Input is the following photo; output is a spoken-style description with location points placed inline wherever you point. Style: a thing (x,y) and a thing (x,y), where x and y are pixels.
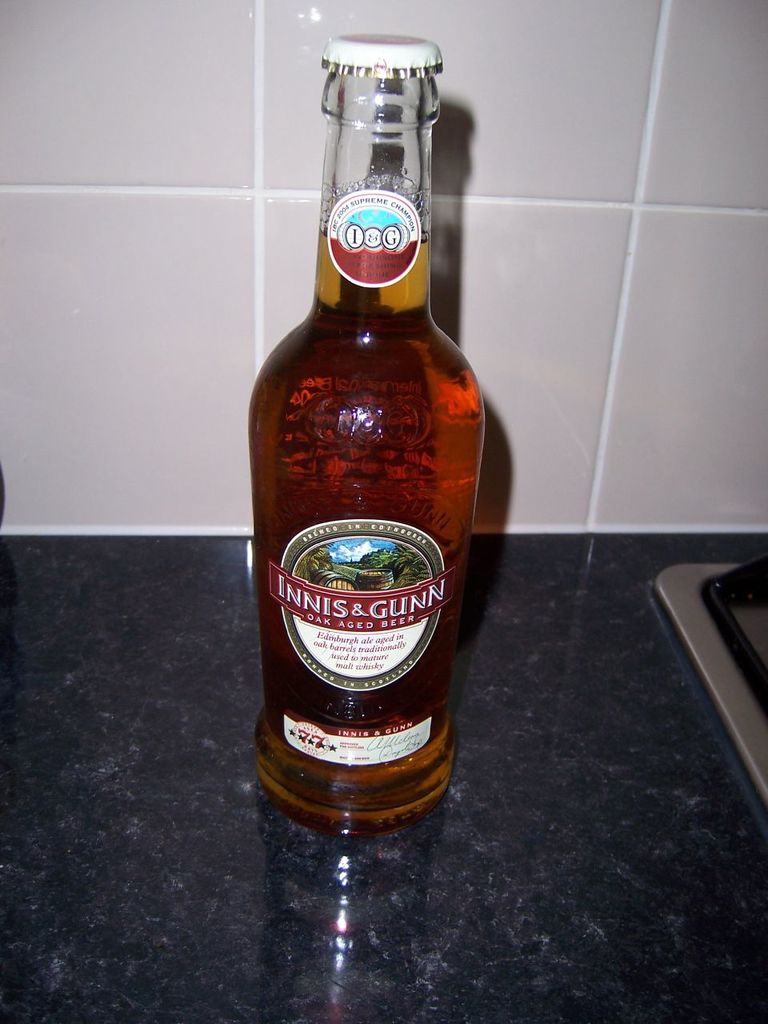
In this image I can see a glass bottle (318,398). Here I can see INNIS & GUNN is written on it.
